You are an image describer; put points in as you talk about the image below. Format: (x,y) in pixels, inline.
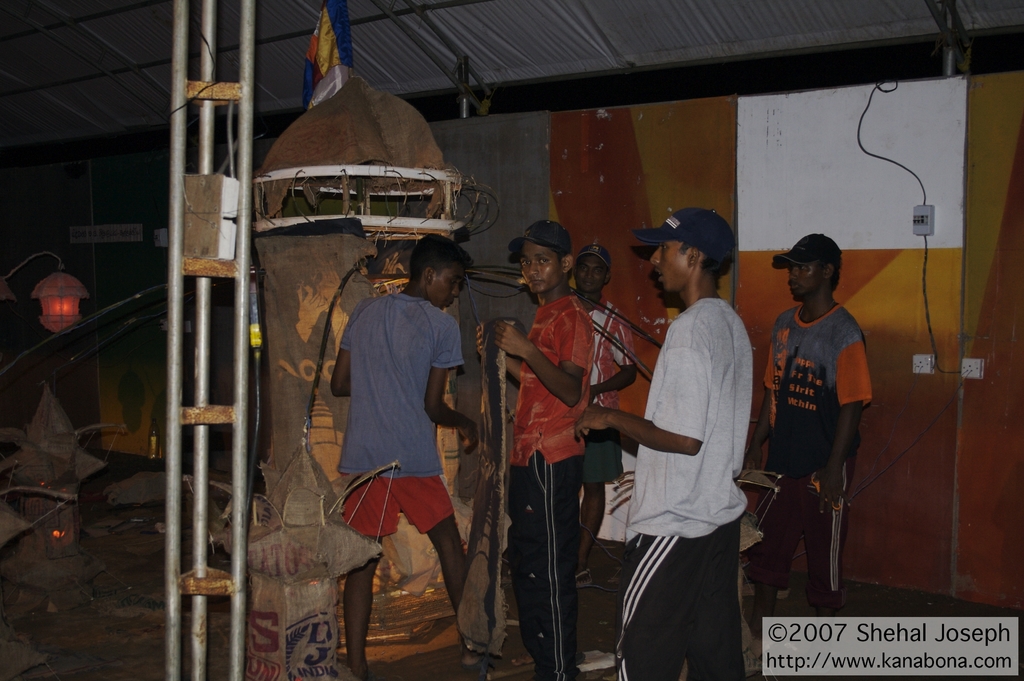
In this image, I can see five persons (626,329) standing on the floor (506,639). There is an object (321,256) covered with the clothes (351,261). On the left side of the image (236,487), I can see a lamp (67,305), iron pole (202,441) and few other objects (29,482). At the top of the image (394,45), there is a roof (558,42). In the background (864,153), I can see a cable (858,135) and sockets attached to the wall (826,166). At the bottom right side of the image (1006,672), there is a watermark (902,672).
